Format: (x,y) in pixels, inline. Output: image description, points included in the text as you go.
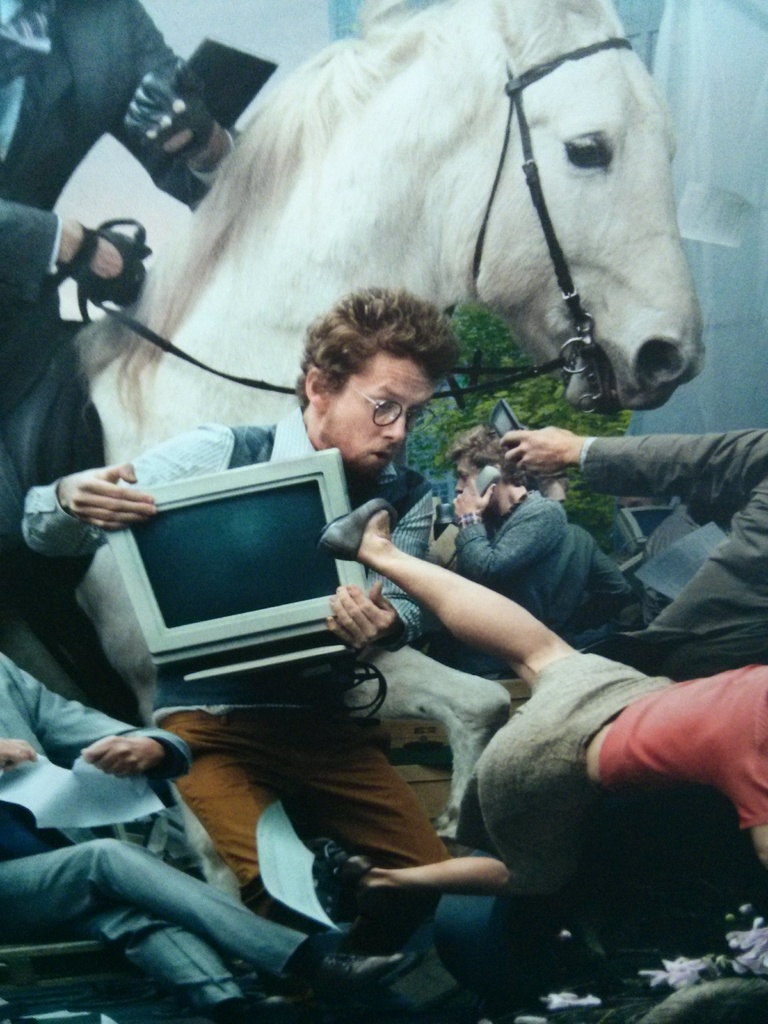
In this image I can see people (358,801), horse (416,78) and plant (442,421). Among them one person (155,896) is sitting on a chair (95,938) and other people (363,844) are holding objects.
